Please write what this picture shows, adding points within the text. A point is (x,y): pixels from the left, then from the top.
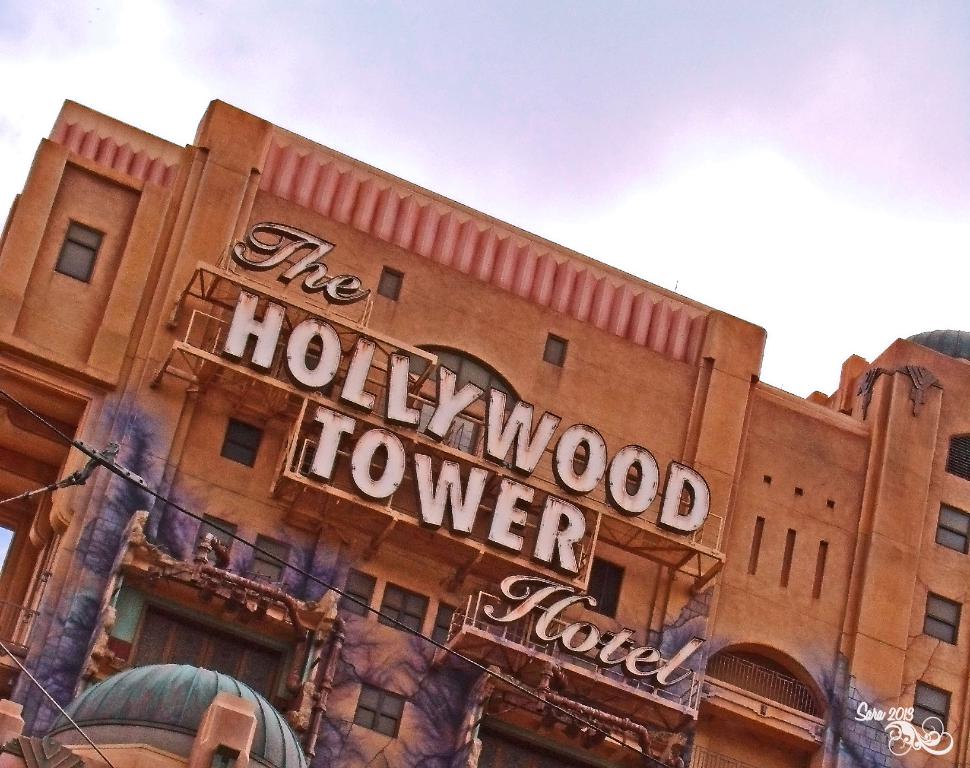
In the image we can see the building (247,408) and the windows (936,613) of the building (844,559). Here we can see the text (536,454), electric wires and the cloudy sky (701,160).
